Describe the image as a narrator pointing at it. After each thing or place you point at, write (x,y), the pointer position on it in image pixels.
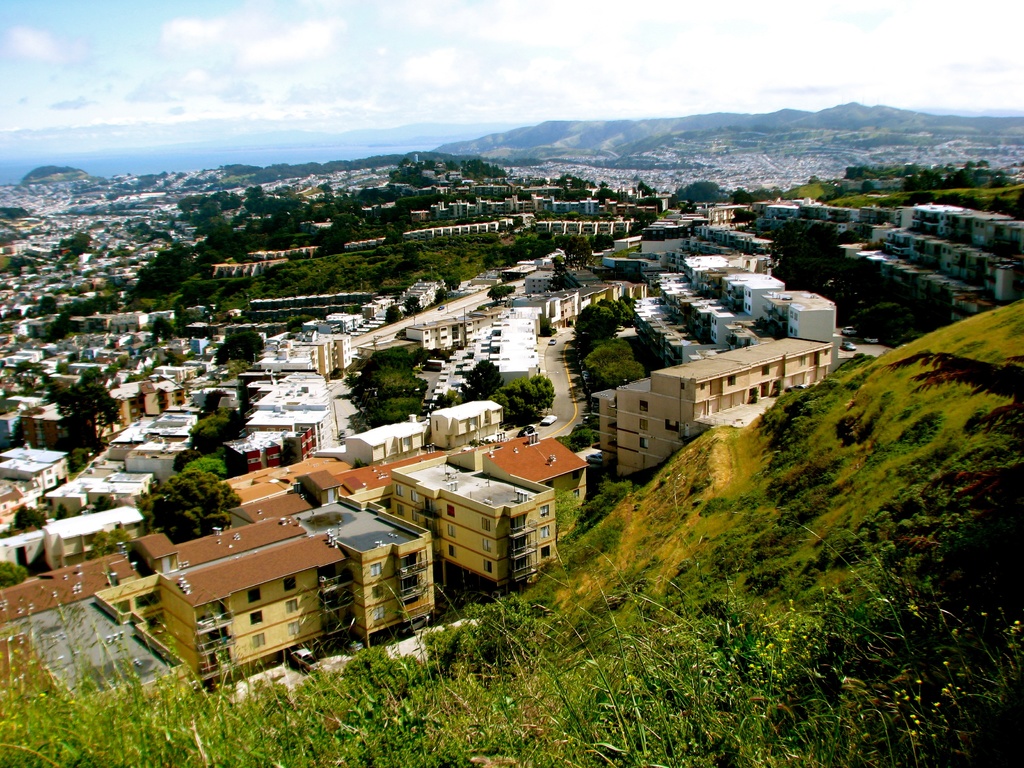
This is a aerial view. In this image we can see roads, vehicles (527,427), trees (542,397), plants (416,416), hills (1010,337), grass (696,556), buildings (171,547), sky (99,146) and clouds (182,70).
